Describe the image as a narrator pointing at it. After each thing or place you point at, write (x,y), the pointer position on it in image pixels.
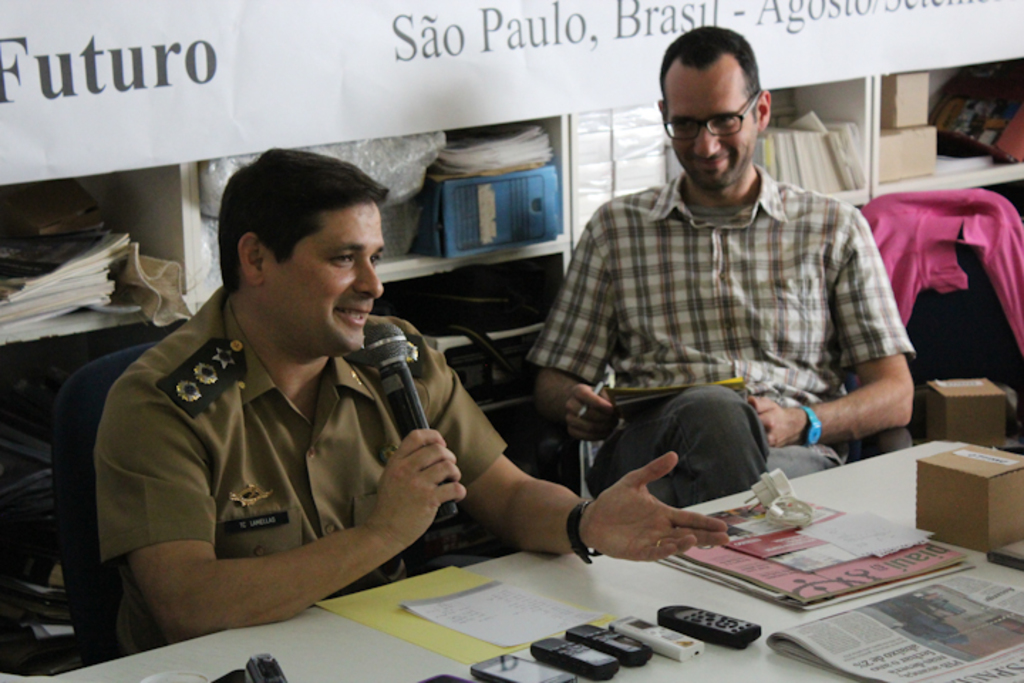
In this image we can see two people (355,431) sitting. The man (269,434) sitting on the left (269,434) is holding a mic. In the foreground (986,613) there is a table (545,571) and we can see papers (939,613), cardboard box (963,517) and mobiles (694,636) placed on the table (711,680). There is a chair (938,316) and we can see a cloth (924,285). In the background (645,100) there is a banner (774,11) and we can see a shelf (115,223). There are things (86,260) placed in the shelf (132,223).
